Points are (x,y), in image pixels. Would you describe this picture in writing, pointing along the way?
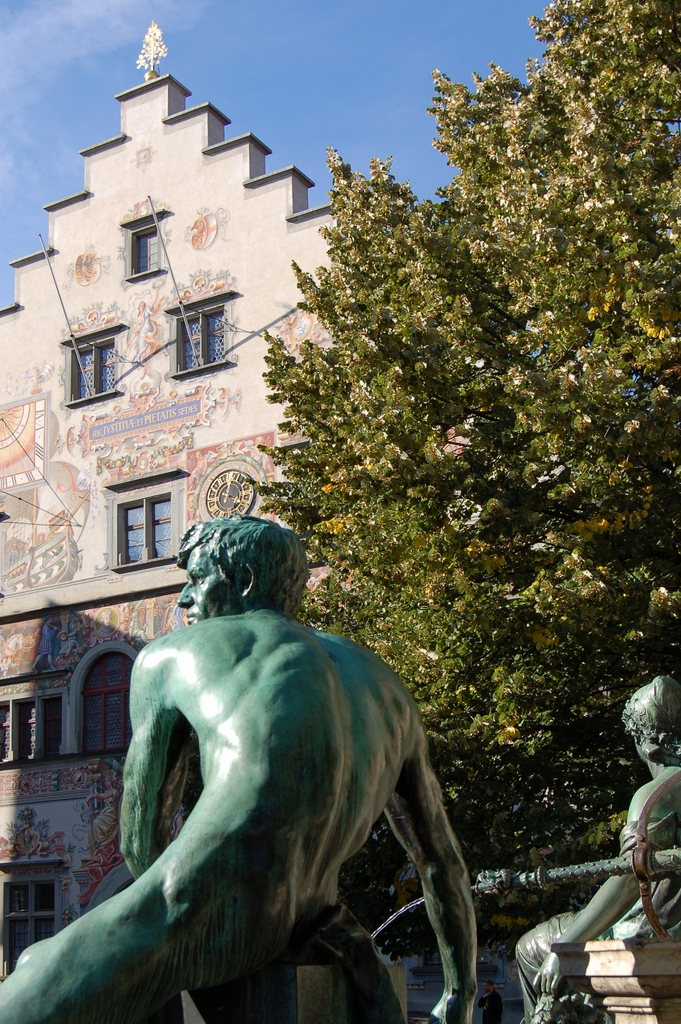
In this picture there are two statues (618,910), one in the right corner (636,929) and there is a tree (475,298) and a building (167,336) in the background (151,345).
